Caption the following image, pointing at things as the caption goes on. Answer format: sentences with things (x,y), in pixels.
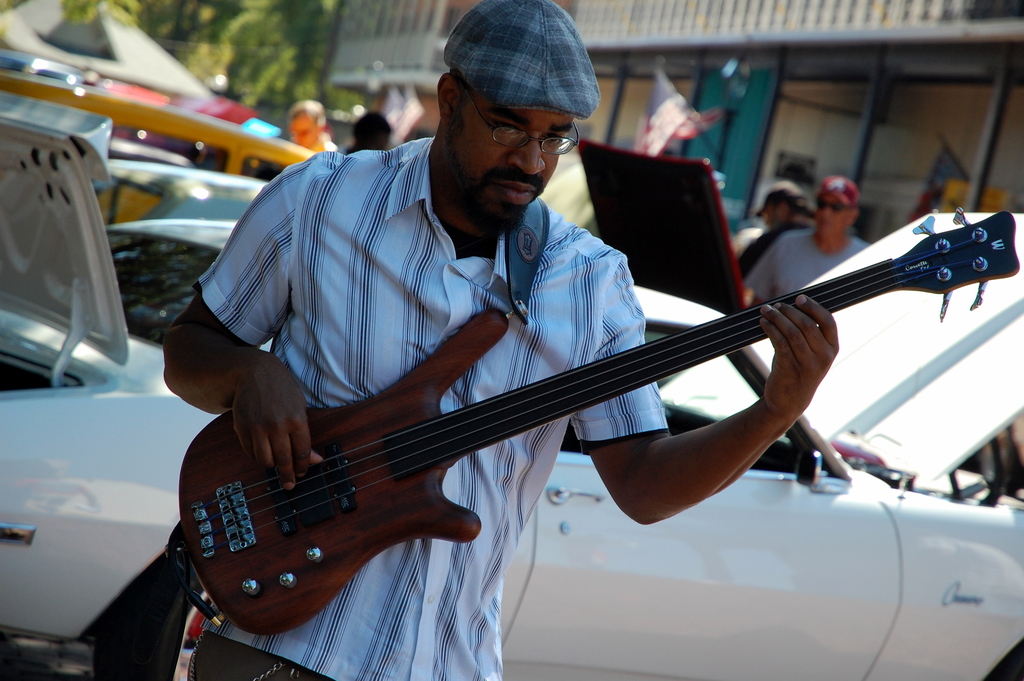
There is person (621,311) standing at the center (568,289). He is holding a guitar (186,462) in his hand (278,392). In the background (84,482) there is car (53,314). There is another person (767,218) on the top right (822,188). Here we can see a flag (665,97).
